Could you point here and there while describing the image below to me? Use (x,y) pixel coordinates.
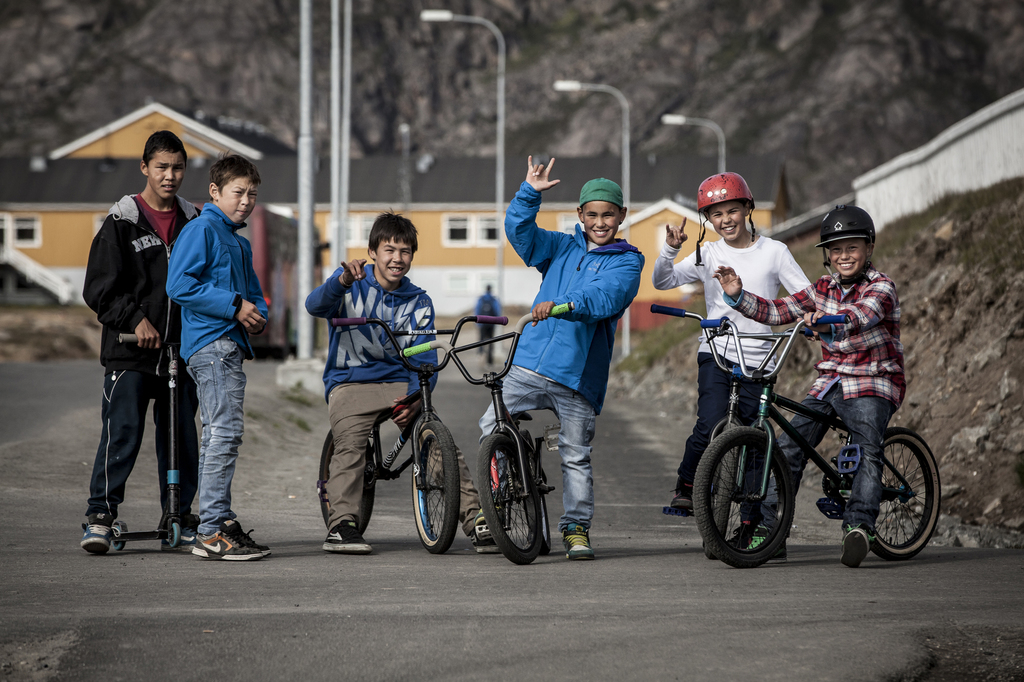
This is a picture taken in the outdoors. There are group of kids (373,366) are standing on the road (381,595) and four kids (727,343) are holding their bicycles (503,445) and a kid (130,284) in black jacket (132,288) was holding a scooter (166,505). Behind the kids (337,328) there are poles (311,189) with lights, houses (437,191) and a mountain (803,106).
